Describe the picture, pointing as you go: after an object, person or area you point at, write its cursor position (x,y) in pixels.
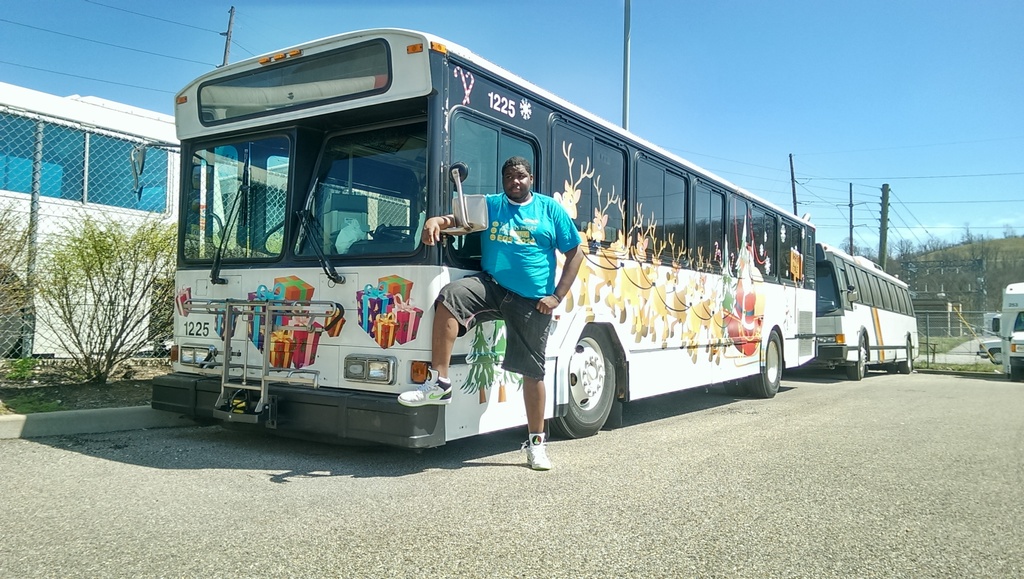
In this picture I can observe two buses (637,292) on the road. There is a person (475,285) standing beside the bus (423,324). He is wearing blue color T shirt (490,259). On the left side (101,271) I can observe fence (60,258) and some plants (100,296). In the background (567,76) there is a sky (680,72).
